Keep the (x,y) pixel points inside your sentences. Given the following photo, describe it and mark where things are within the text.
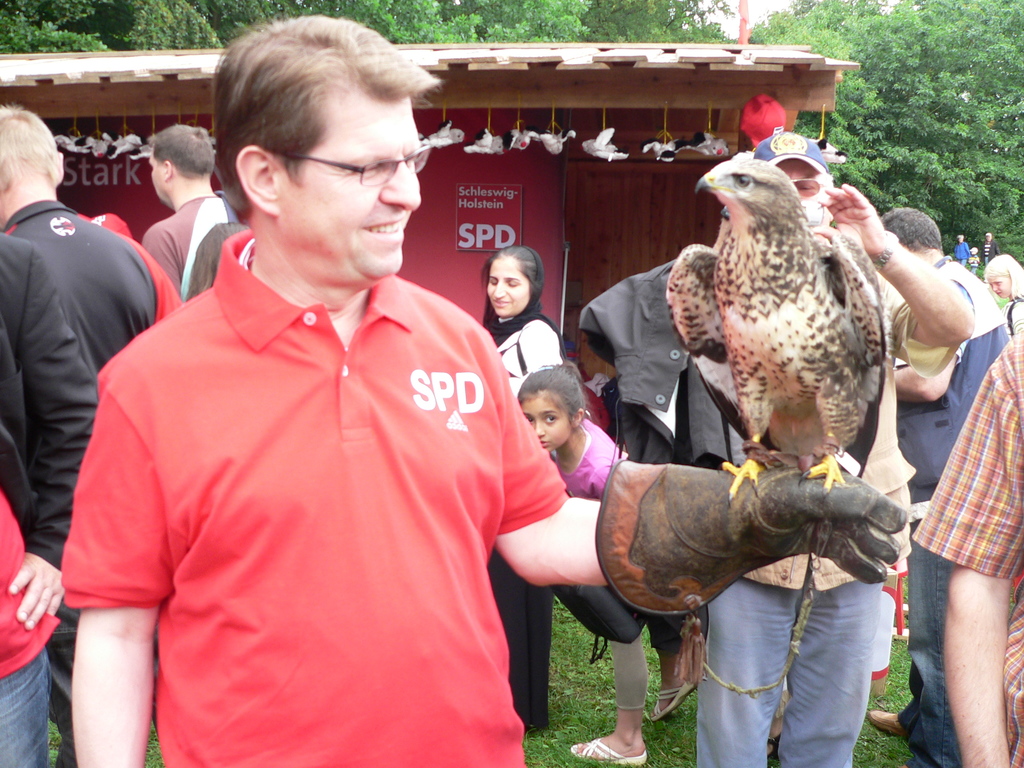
In this picture there is a man (187,425) who is wearing spectacle (366,174), t-shirt (410,575) and gloves (715,502). On his gloves (793,514) there is an eagle (782,270) who is standing. On the left (53,278) there are two persons (98,300) are wearing the same dress (54,350). On the right (729,614) there is a man (857,698) who is standing behind the eagle (851,327). In the back (504,332) there is a woman (500,352) who is standing near to the shed (563,247). In the background (627,36) i can see many trees (825,22). At the top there is a sky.
